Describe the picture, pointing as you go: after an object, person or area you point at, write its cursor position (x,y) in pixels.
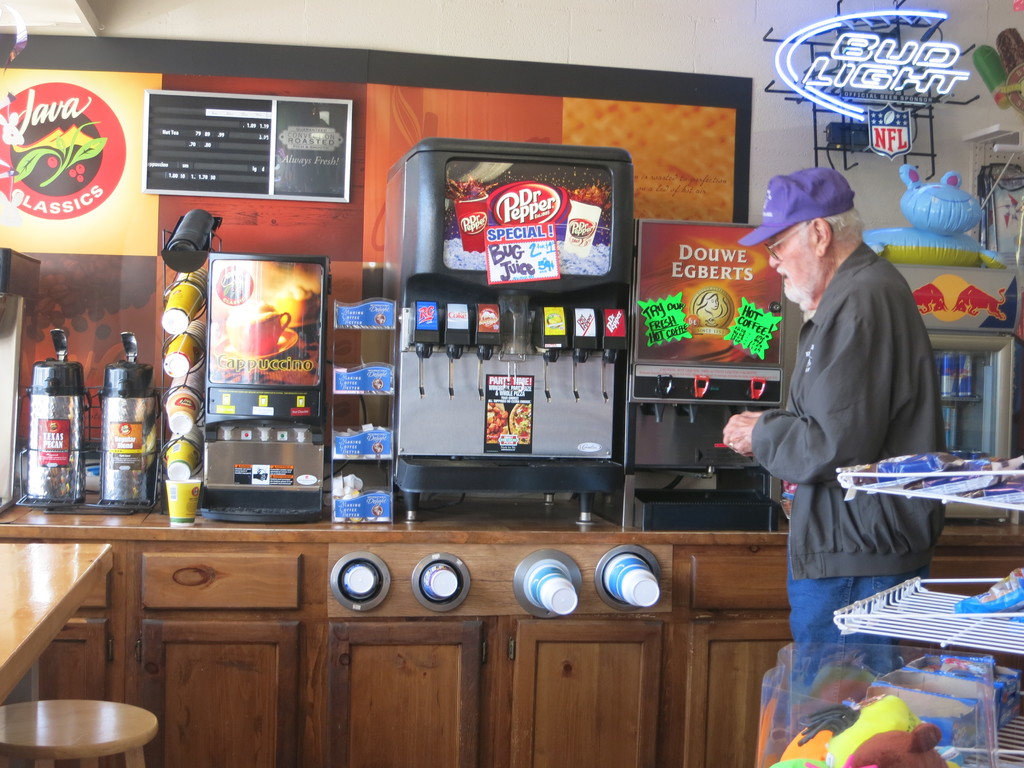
This picture describes about a man (803,471) standing in front of machines (541,369), the machines (419,420) are located on the table (355,529), in the background (913,237) we can see some toy (924,215) and a fridge (943,344).
